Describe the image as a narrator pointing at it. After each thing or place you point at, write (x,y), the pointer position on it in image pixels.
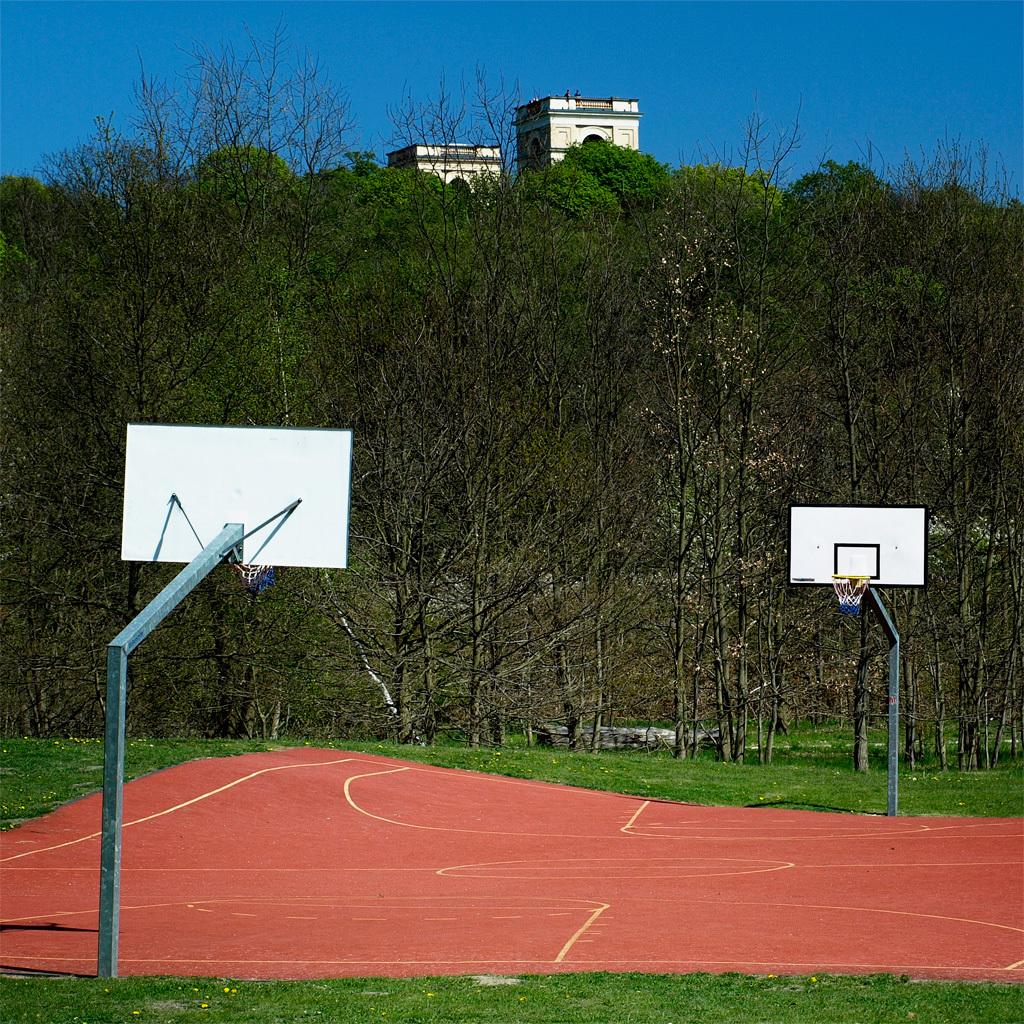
In this picture I can see there is a playground (456,855) and there is grass (959,796) around the playground (276,800). There are two poles (116,931) attached with baskets (190,486) here and there are trees (19,308) and a building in the backdrop (83,367) and the sky (512,51) is clear.
